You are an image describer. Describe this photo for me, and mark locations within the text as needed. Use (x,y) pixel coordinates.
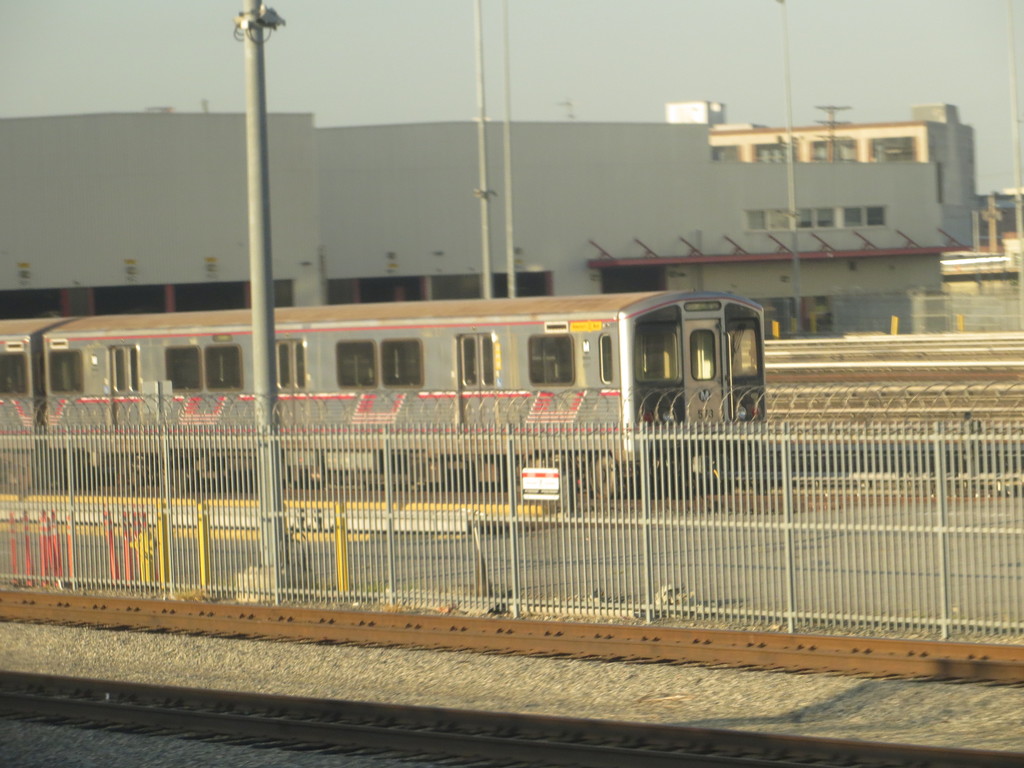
In the foreground of the picture (401,506) we can see fencing (607,462), pole (269,430), boards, grills (53,506), railway track (178,625), stones (340,657) and other objects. In the center of the picture (550,386) there are poles (789,186), buildings (772,230), train (762,321), railway track (906,342), stones (959,374) and other objects (911,317). At the top (200,40) it is sky (121,55).
